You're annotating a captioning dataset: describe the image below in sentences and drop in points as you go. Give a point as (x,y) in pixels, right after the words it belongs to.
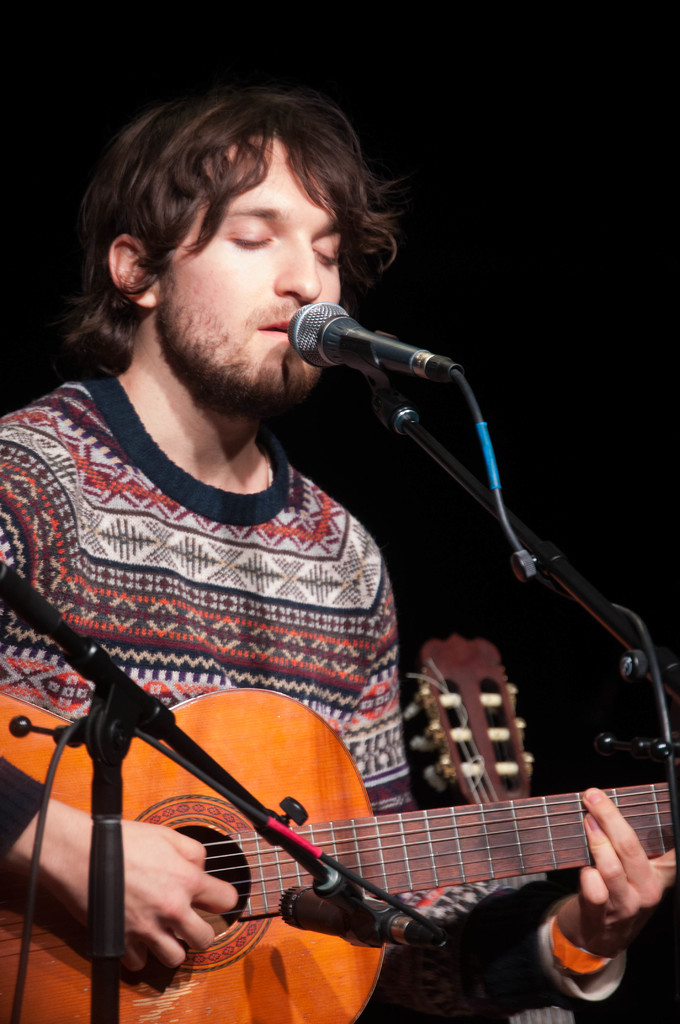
A man (242,303) is playing the guitar (140,774) by his hands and singing the song in the microphone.
